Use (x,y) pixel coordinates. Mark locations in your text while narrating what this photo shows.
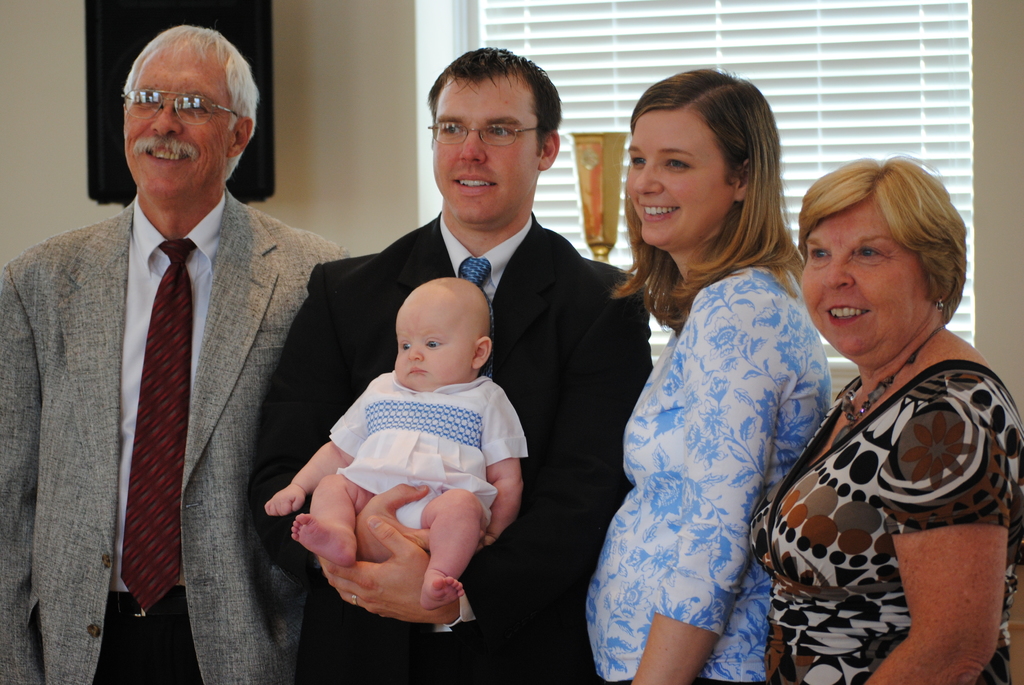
In this image we can see people (935,553) standing and smiling. The man (355,308) standing in the center (454,445) is holding a baby (410,470). In the background (361,217) there is a wall (416,159) and we can see blinds (860,150). There is a trophy (594,153) and we can see an object (172,14).
